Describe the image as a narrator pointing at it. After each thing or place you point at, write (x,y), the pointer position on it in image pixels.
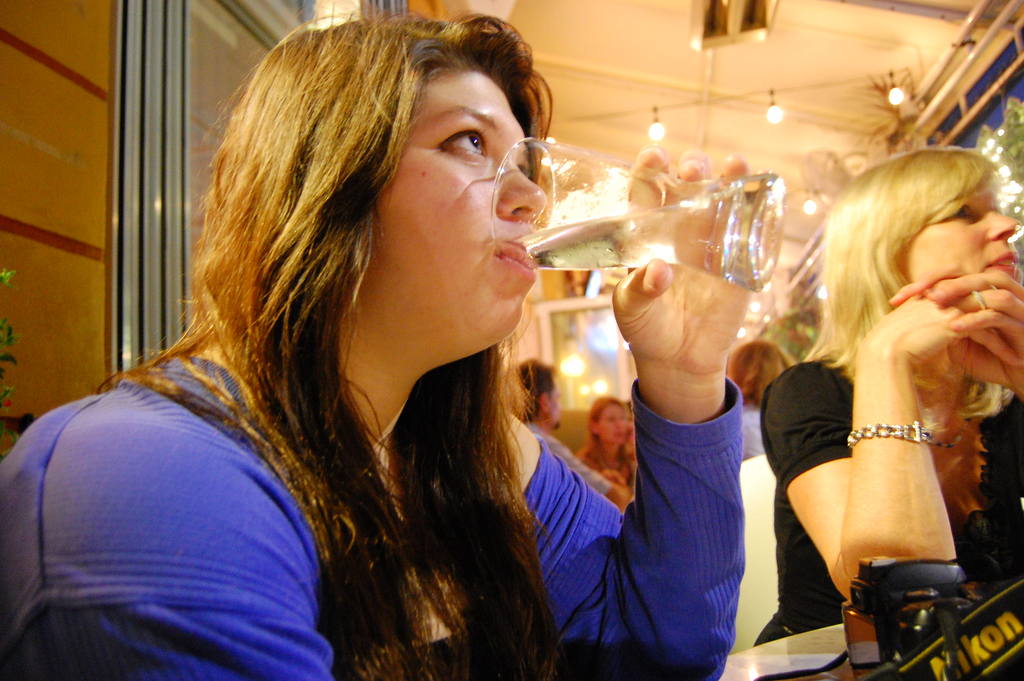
In this picture we can see two women (671,538), one woman (576,532) is holding a glass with drink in it, in front of them we can see some objects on a platform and in the background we can see a group of people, lights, plants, wall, roof (868,64) and some objects (703,41).
